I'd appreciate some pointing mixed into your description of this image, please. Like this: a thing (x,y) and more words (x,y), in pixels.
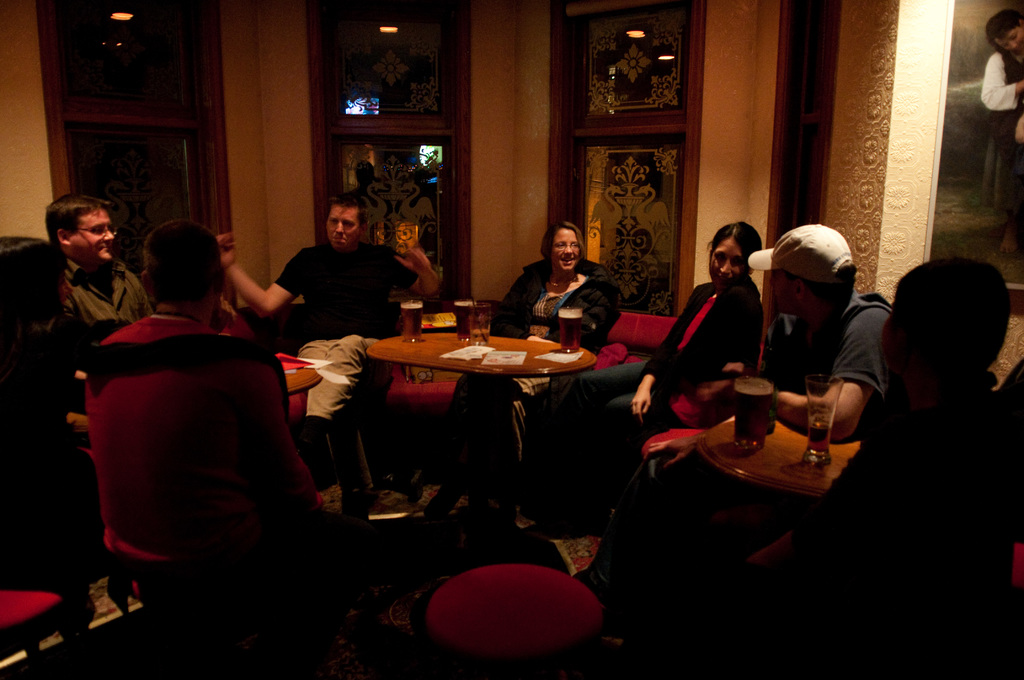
As we can see in the image there are few people (189,318) sitting on chairs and there is a table (461,370) over here. On table (475,371) there are glasses (487,315).
